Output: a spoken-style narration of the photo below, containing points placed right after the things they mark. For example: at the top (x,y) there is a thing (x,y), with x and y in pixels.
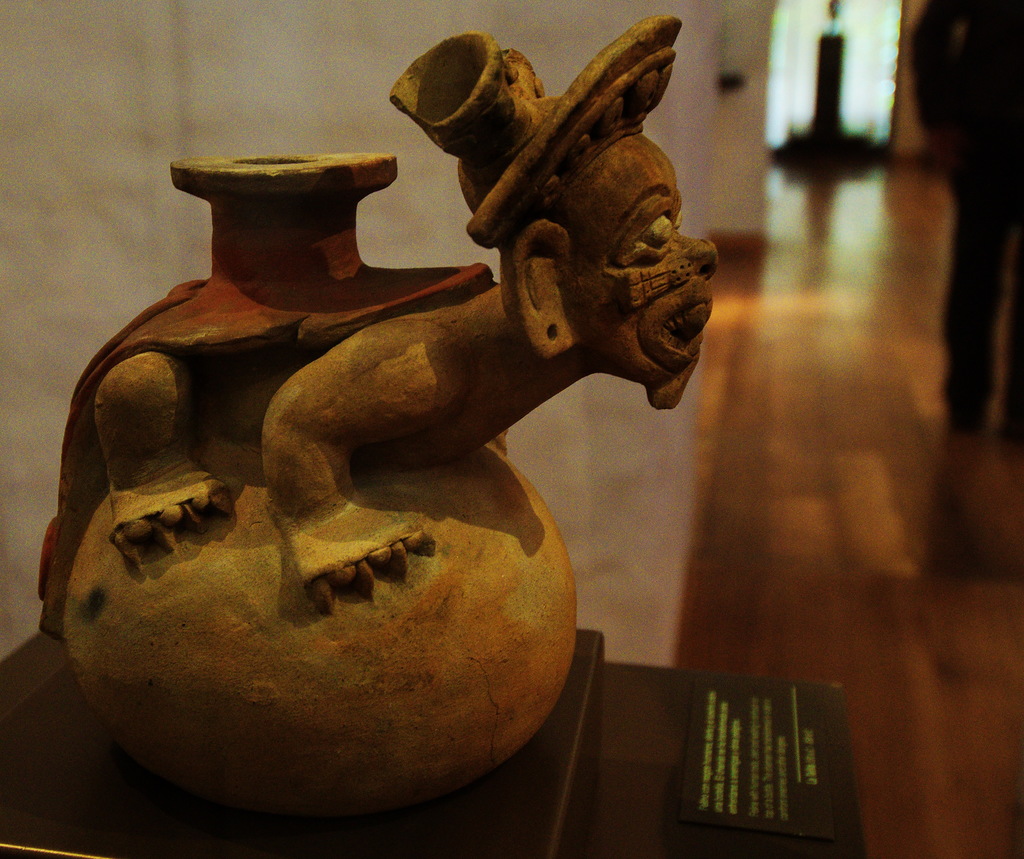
In the image there is a jar (233,498) on the table (608,716), in the background (975,23) there is a person (999,263) standing on the wooden floor (898,482). this is clicked inside a room (304,148).
